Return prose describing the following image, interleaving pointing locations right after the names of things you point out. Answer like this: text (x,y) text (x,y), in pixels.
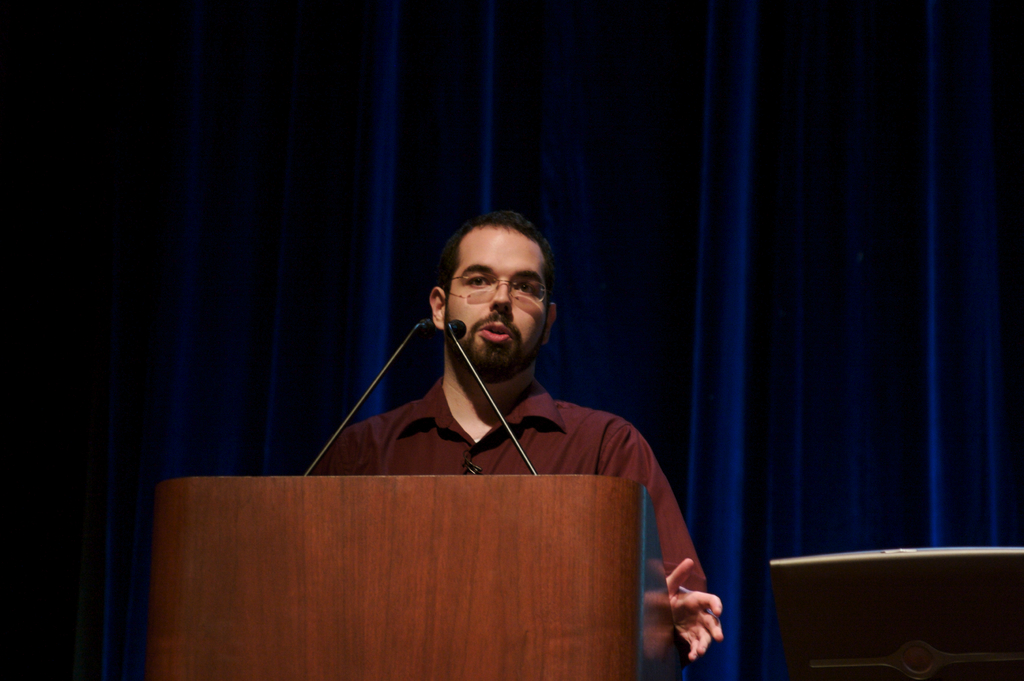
In this picture we can see a person (472,340) wearing a spectacle (496,285) and standing in front of a wooden podium (536,671). We can see two microphones (524,457) on this wooden podium (620,501). There is a laptop (906,654) visible in the bottom right (907,654). We can see a blue curtain (886,406) in the background (801,229).
